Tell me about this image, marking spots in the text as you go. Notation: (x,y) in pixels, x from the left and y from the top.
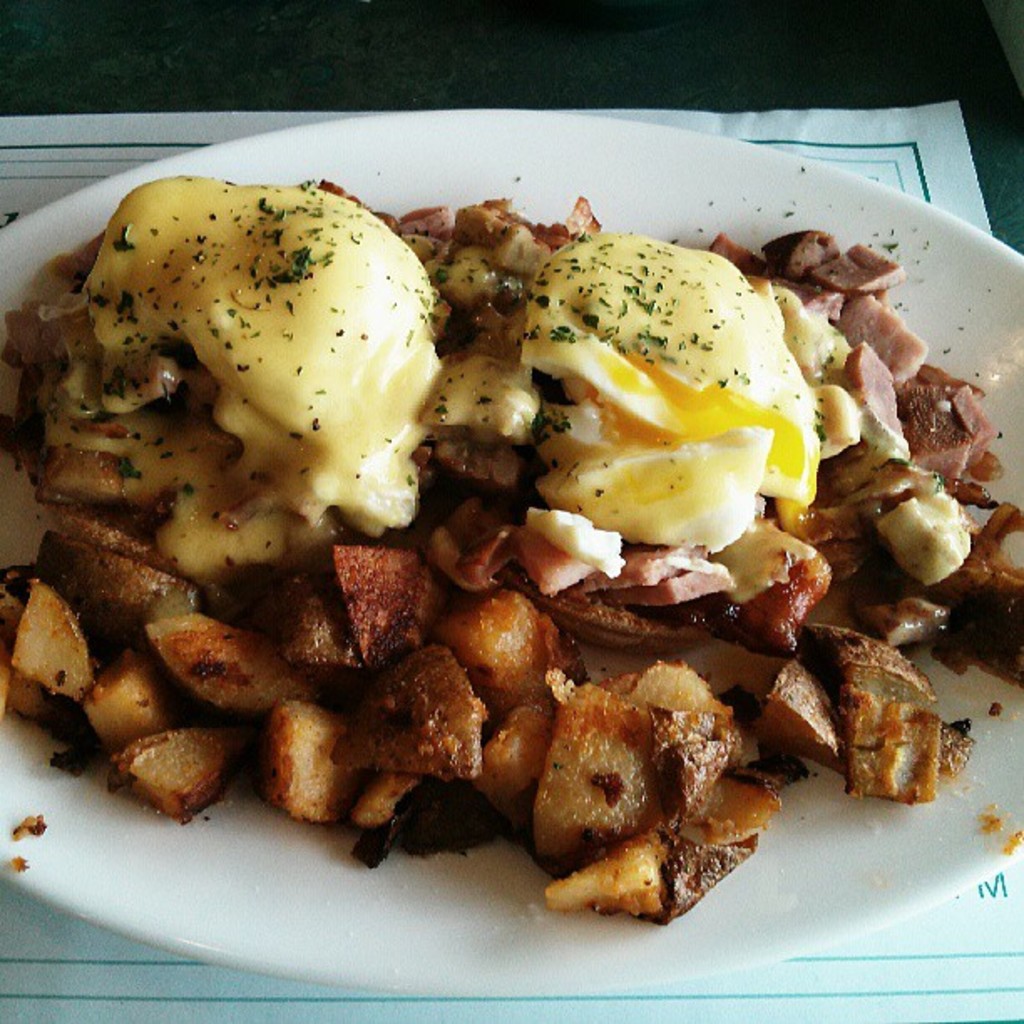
In this picture I can see a white plate (400,188) in front (1002,831), on which there is food (335,432) which is of cream and brown in color and I see that the plate (296,173) is on a paper (34,972).
